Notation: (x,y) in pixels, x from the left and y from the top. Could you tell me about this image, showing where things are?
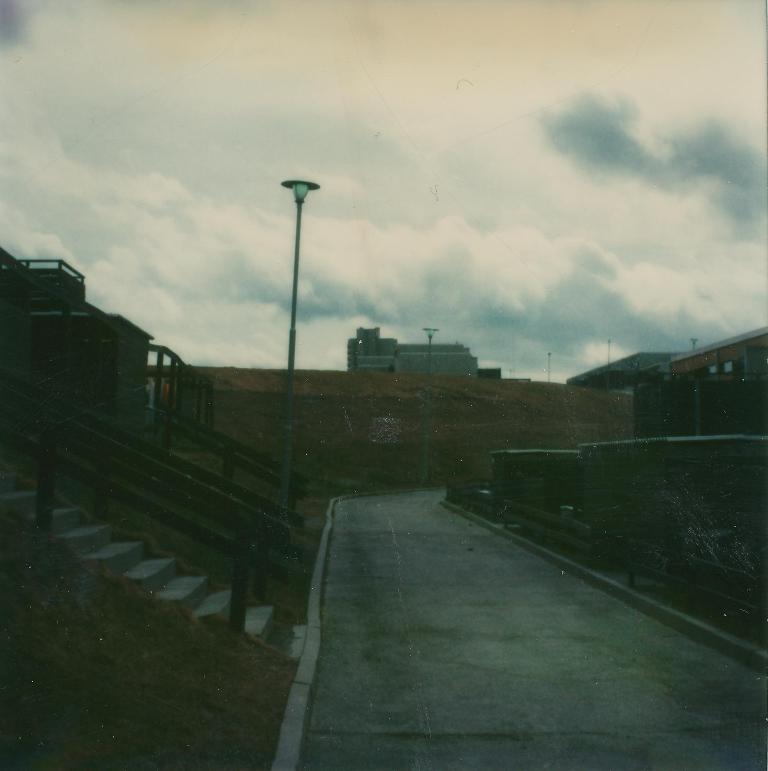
In this image we can see sky (220,146) with clouds (366,122), buildings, street poles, street lights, ground (91,593), staircase (60,510), railings (54,460) and road (478,675).
